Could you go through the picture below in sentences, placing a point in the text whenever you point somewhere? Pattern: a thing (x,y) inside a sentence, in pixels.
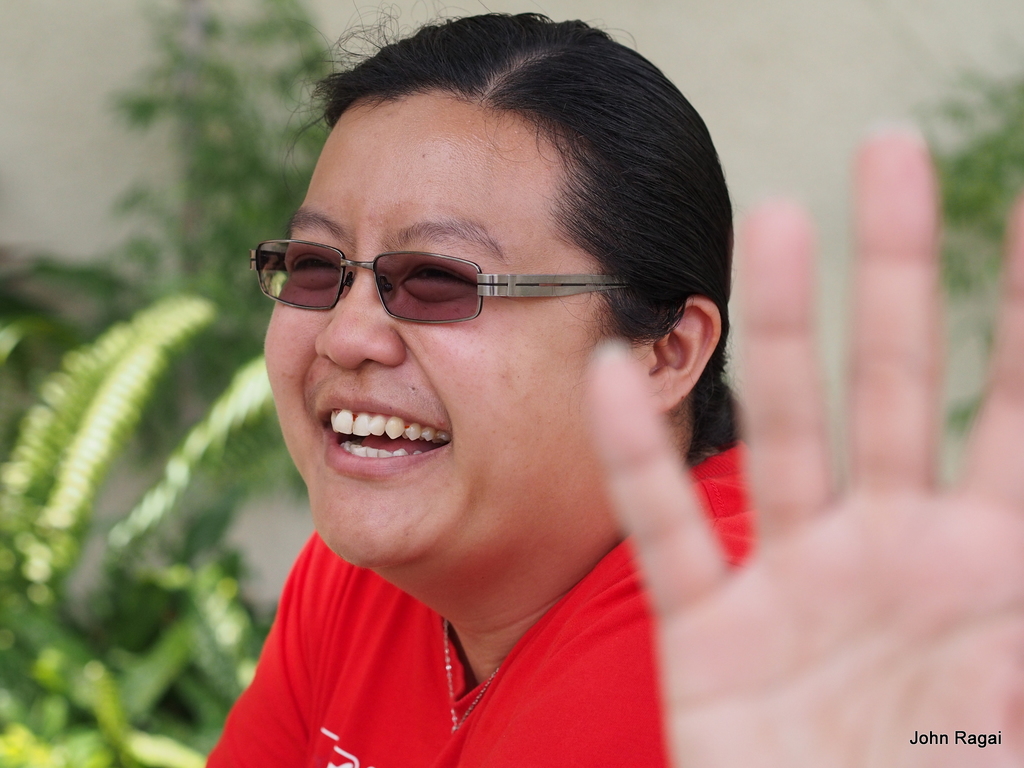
In this image we can see a woman (423,389) smiling, there are some plants (212,360) and in the background (151,234) we can see the wall (682,55).
